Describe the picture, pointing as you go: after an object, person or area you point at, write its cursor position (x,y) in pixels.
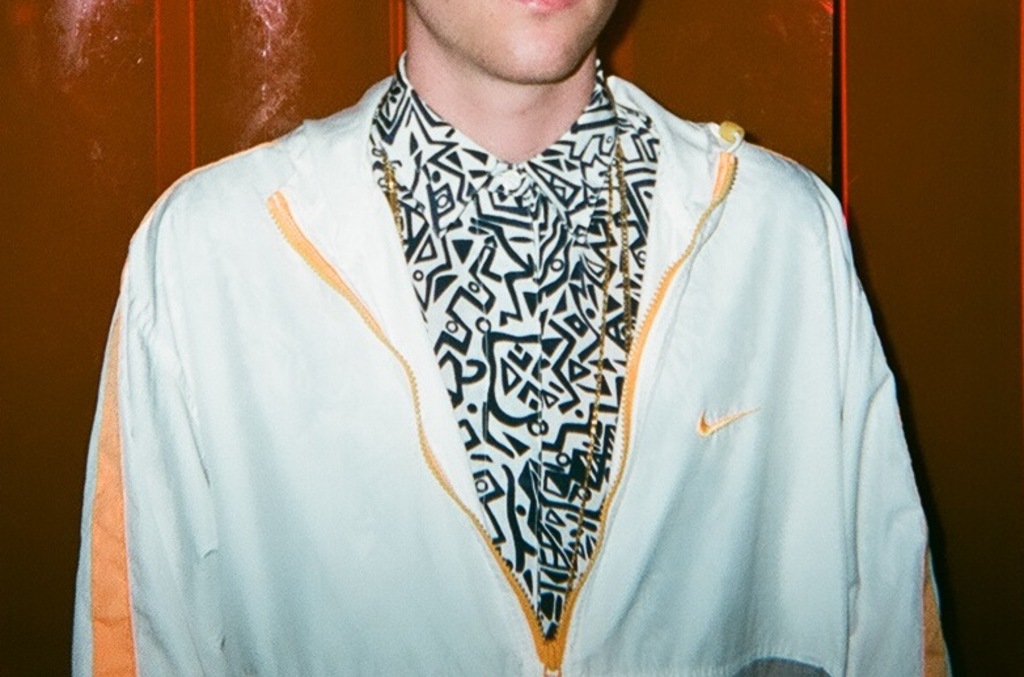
In the center of the image (598,366) we can see a man (561,471) wearing a jacket (428,512) and a chain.
